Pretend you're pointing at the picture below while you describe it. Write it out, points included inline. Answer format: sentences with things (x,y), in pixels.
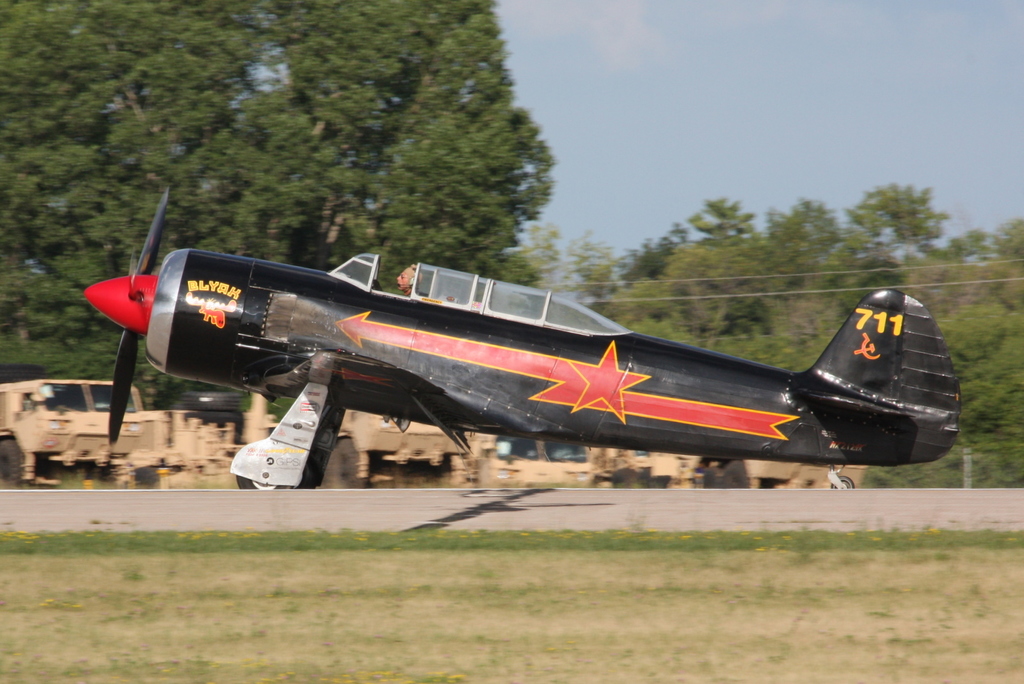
In the center of the image (426,361), we can see an aircraft (674,380) and in the background (424,138), there are trees (420,151) and we can see vehicles (451,453) on the road (430,499). At the top (674,119), there is sky (674,119).
